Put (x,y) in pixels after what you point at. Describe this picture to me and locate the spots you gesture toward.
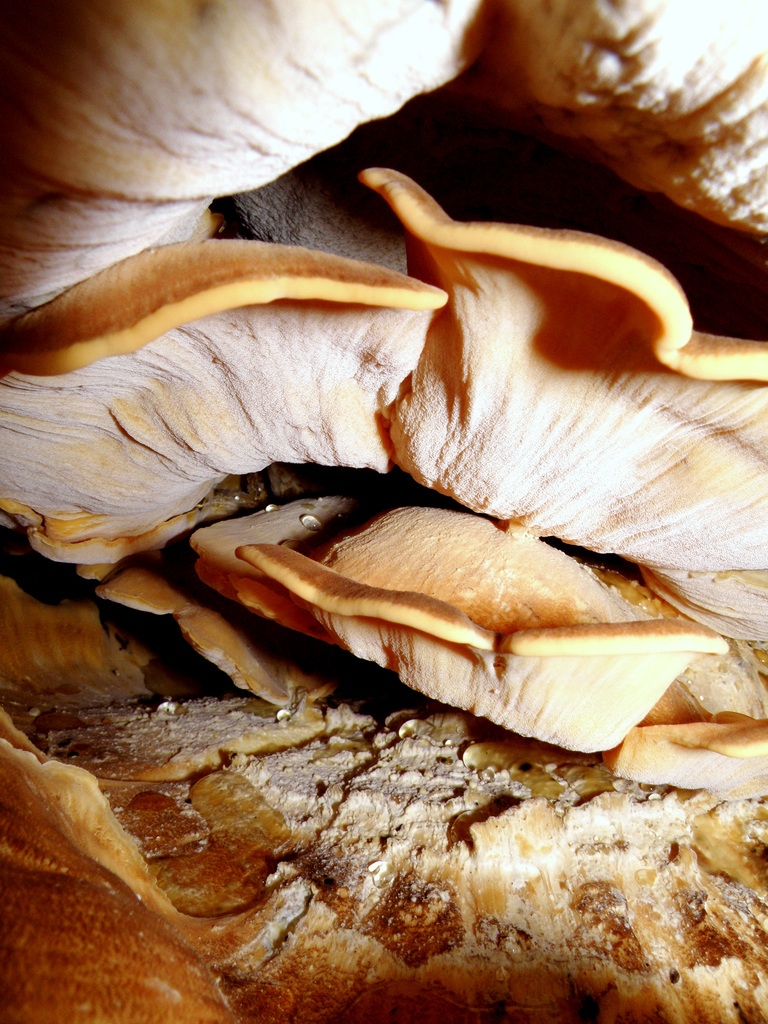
In this picture I can see mushroom (426,580).
